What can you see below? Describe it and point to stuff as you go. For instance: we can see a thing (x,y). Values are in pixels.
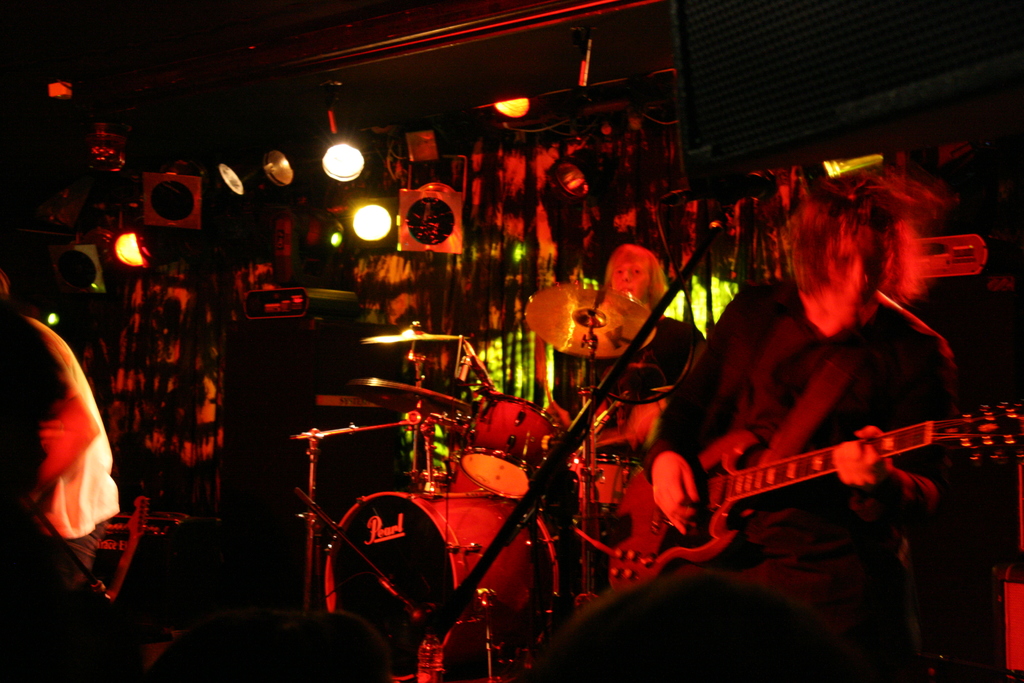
It is a music concert, there is totally a red color light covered the room (302,182) there are some people (739,462) can be seen in the picture, first person (789,382) is playing the guitar (692,535) and the second person (646,362) is playing drums (592,345), in the background (513,195) there is a curtain (422,257) a lot of lights (277,169).
